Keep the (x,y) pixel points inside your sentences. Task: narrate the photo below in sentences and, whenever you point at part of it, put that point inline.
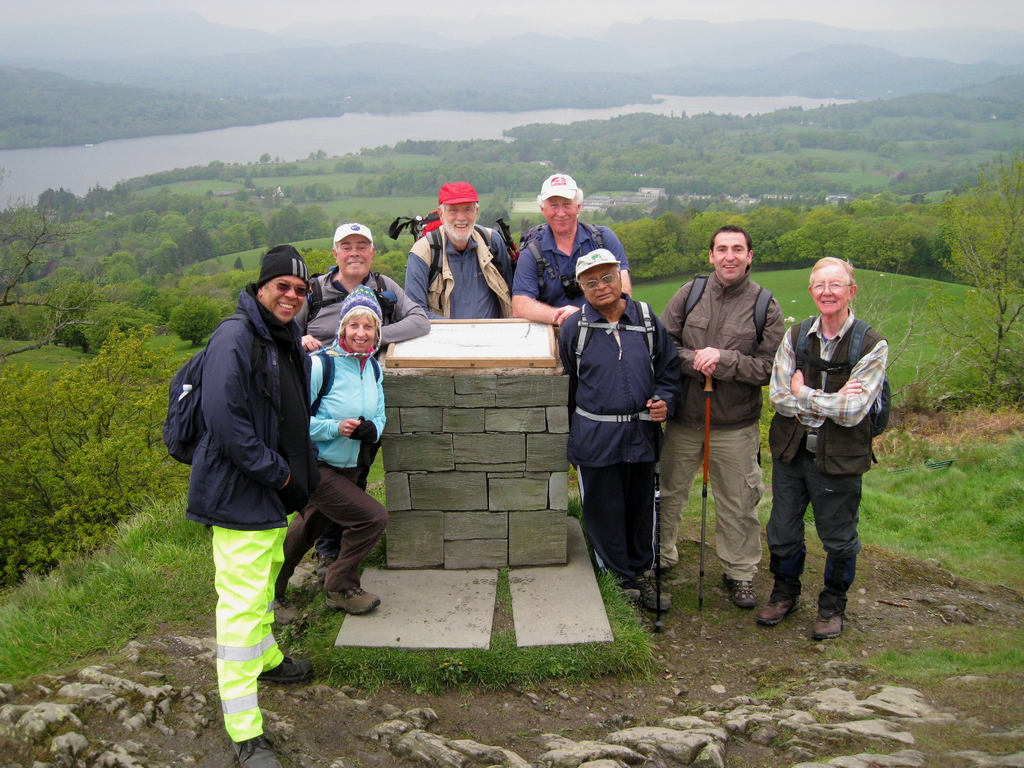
In the center of the image (505,327) we can see a board (532,347) is present on the layered stone (502,412), beside that we can see some people (506,295) are standing and wearing, jackets (332,388), caps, bags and some of them are holding the sticks (710,413). In the background of the image (799,310) we can see the hills (981,29), water (217,156), trees (26,304), grass (577,501). At the bottom of the image (616,702) we can see the ground (593,723) and rocks (471,759). At the top of the image (557,11) we can see the sky (926,11).
